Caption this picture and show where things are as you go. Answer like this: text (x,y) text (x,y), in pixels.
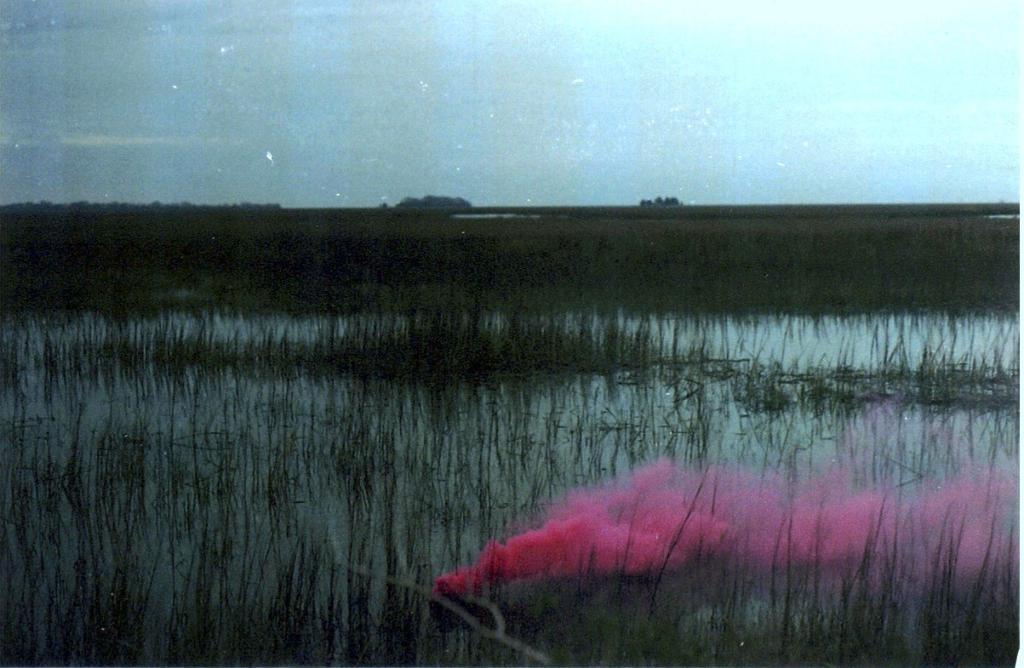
In the foreground of the picture (766,399) there are grass (532,338), water (838,330) and smoke (640,534). In the background (496,249) there are grass (556,228), water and trees (127,204).
